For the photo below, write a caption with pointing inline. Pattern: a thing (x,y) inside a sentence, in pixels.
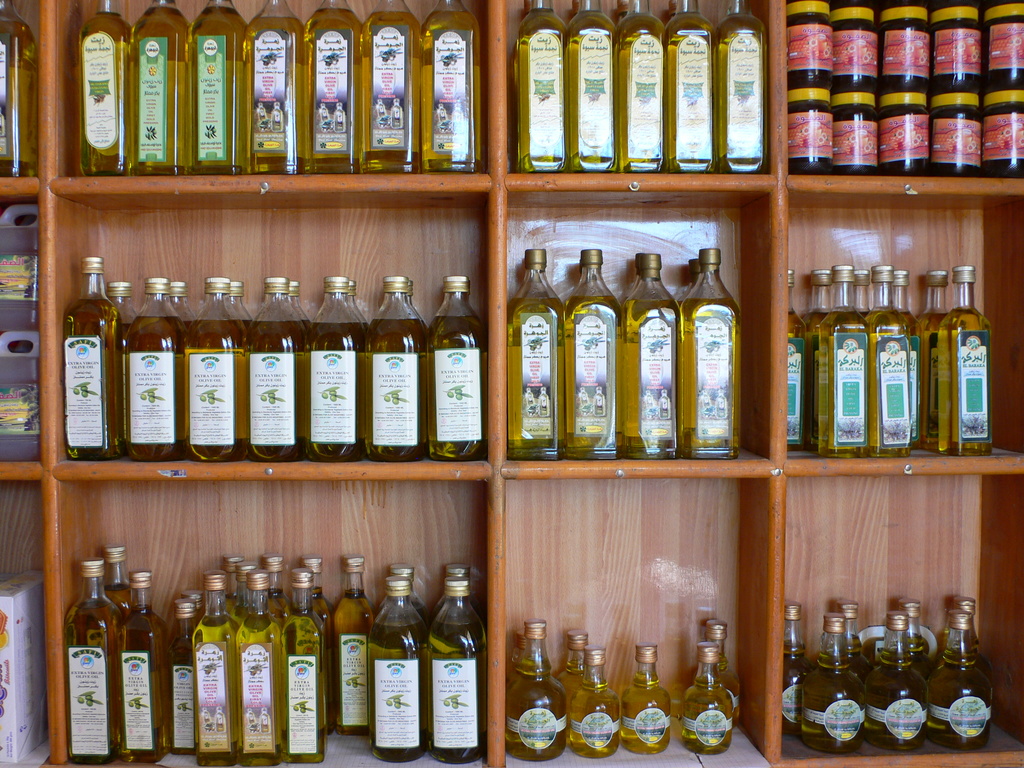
In this picture we can see a shelf (927,209) in which there are some racks (440,546) in which some bottles (108,631) are placed of different shapes and sizes.
